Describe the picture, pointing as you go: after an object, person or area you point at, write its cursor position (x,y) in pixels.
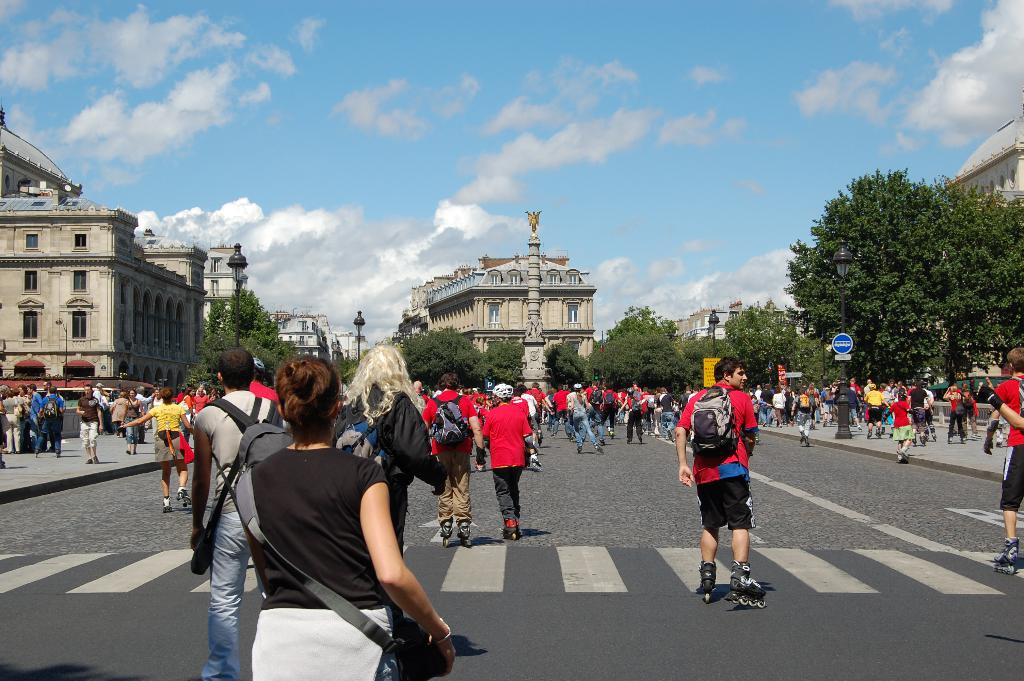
The image is taken in the streets (974,444). In the foreground of the picture (290,392) we can see many people (1001,436) skating on the road (901,503). In the center of the picture (527,288) there are trees (881,280), building (478,269). In the background (542,197) it is sky (398,179), sky (429,191) is partially cloudy.
